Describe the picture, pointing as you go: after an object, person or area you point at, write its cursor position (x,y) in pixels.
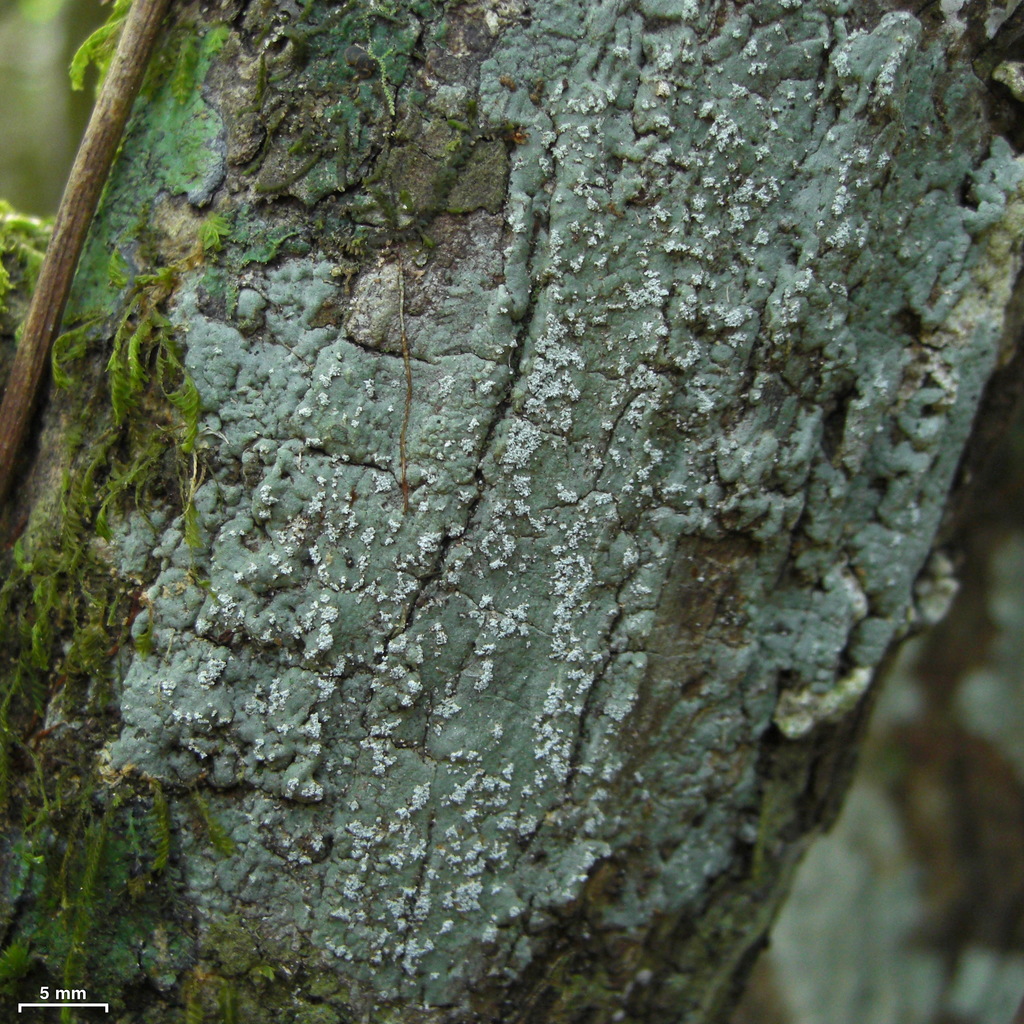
This is a trunk (563,597) of a tree (502,685). On that there are some small plants (137,378). In the background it is blurred. In the left bottom corner (70,995) there is a watermark (67,999).
